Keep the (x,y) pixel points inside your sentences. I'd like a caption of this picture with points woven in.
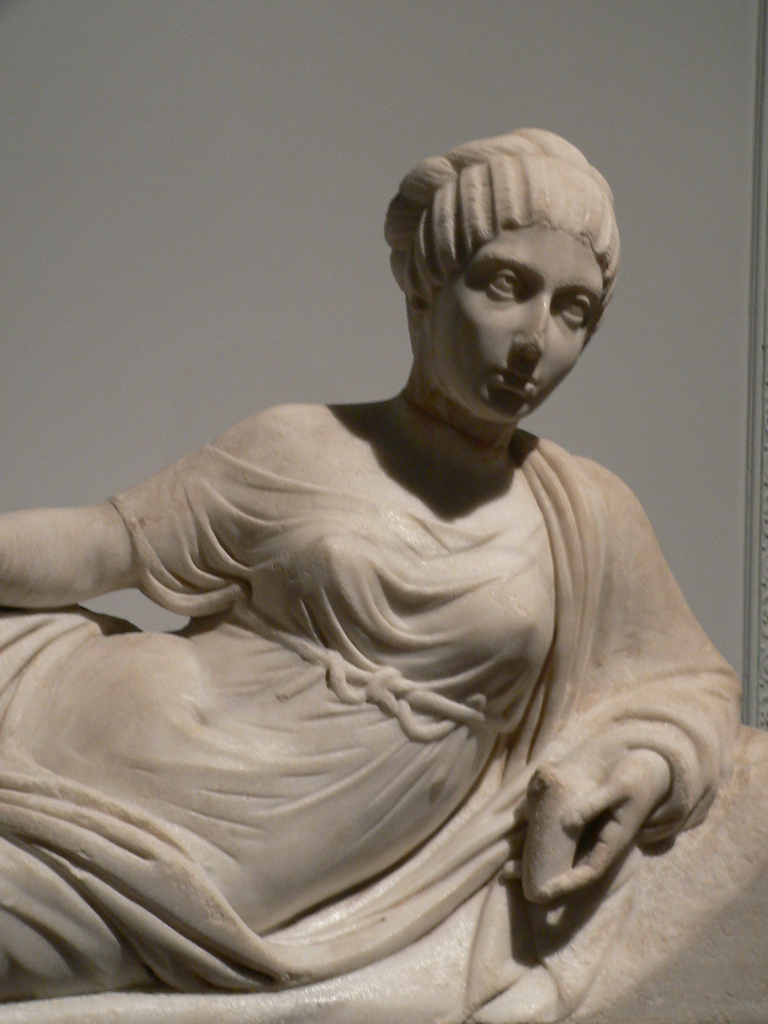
This image is taken indoors. In the background (624,396) there is a wall (142,294). In the middle of the image (361,525) there is a sculpture (214,735) of a woman (428,660).
